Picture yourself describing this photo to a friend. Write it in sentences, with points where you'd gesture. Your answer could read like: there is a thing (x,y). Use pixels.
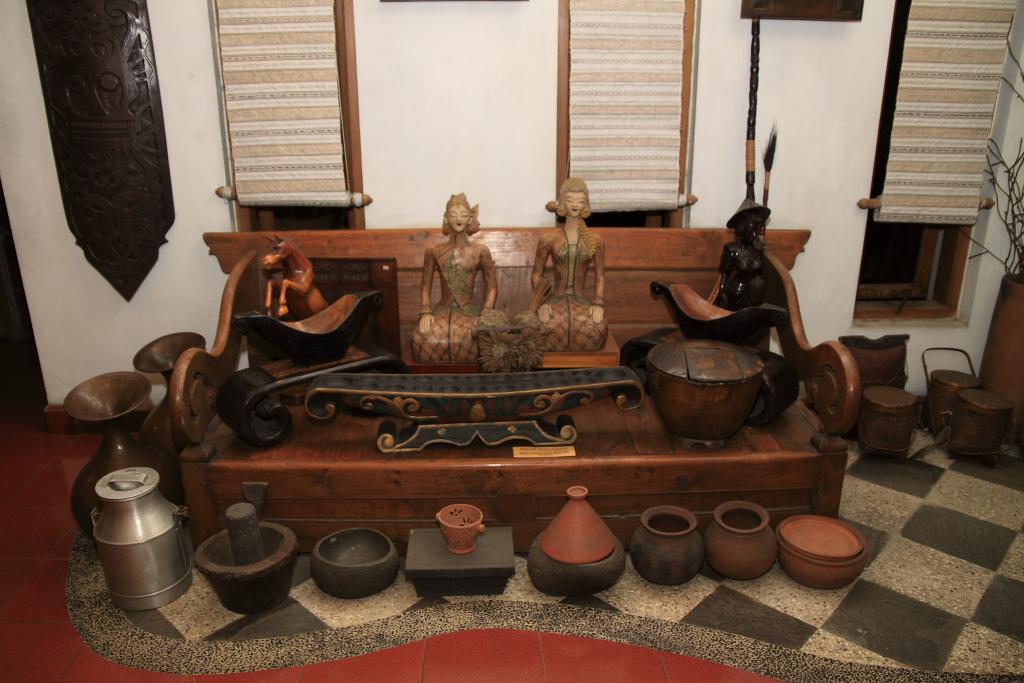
In the foreground of this image (431,606), there are few wooden man made objects (353,390), sculptures (458,286), a bench (647,464), flower vases (173,428), a can (171,530), mortar and pestle (237,527), a bowl like objects (371,545), pots (737,533) and few more objects (863,437) on the floor (903,487). Behind it, there are window blinds (643,128), wall (193,139) and a wooden object (136,131) on the left (121,102) on the wall (56,208). On the right (1010,280), there is a flower vase (1010,300).
